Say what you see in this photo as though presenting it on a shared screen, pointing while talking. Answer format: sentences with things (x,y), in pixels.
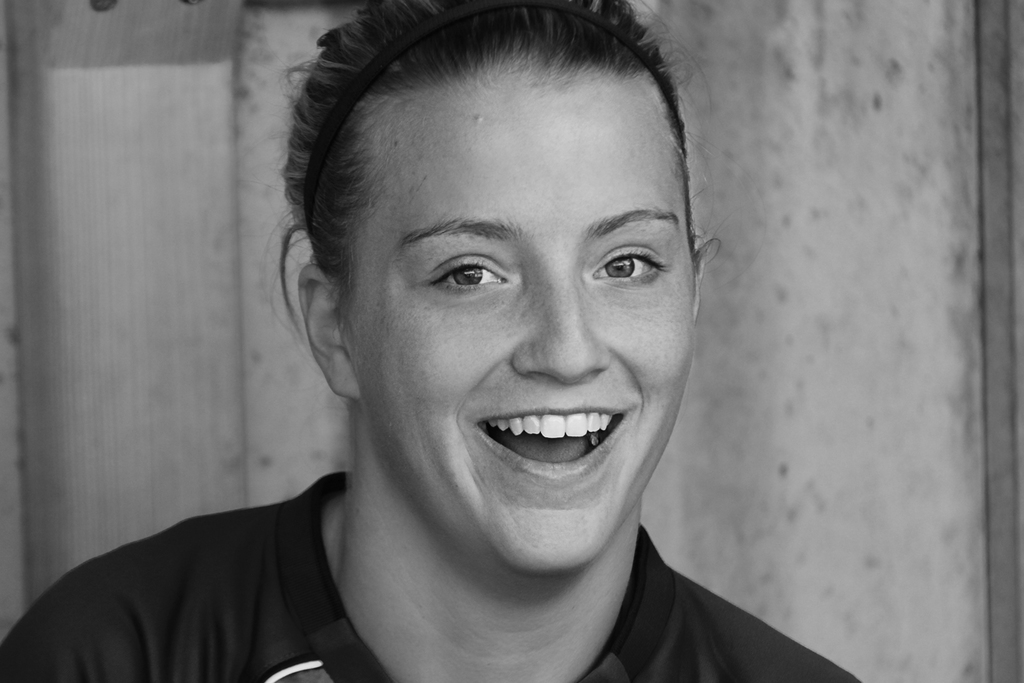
In this picture I can observe a woman (433,340). She is smiling. This is a black and white image. In the background (795,435) there is a wall (760,184).
